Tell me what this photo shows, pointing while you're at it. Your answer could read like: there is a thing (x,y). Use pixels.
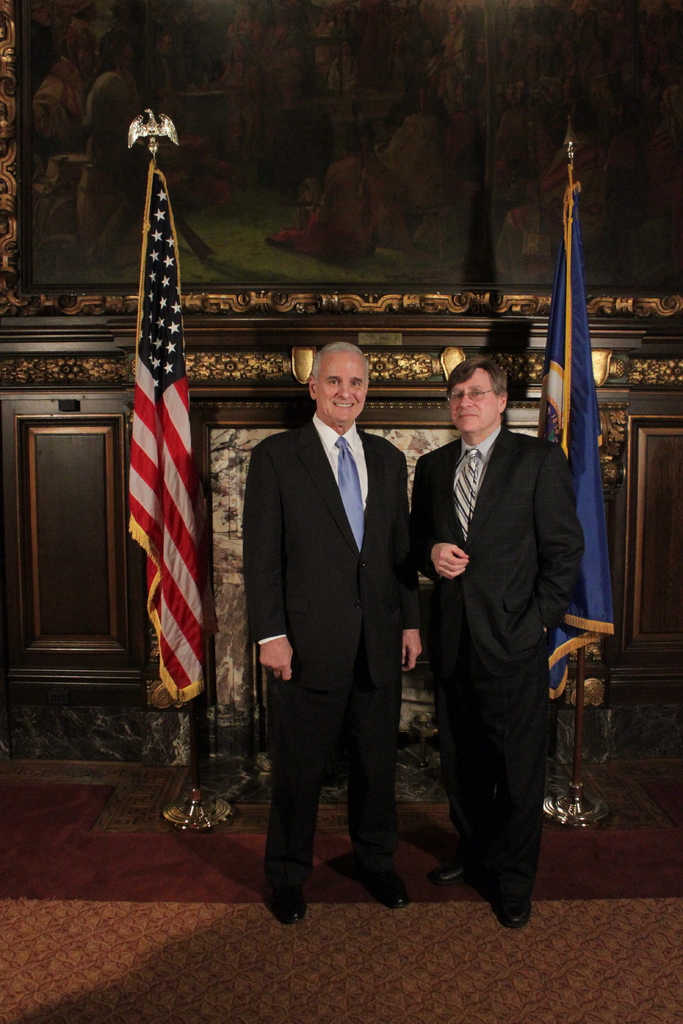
In the image there are two men (468,589) standing. Behind them there are poles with flags (170,557). And also there is a wall (646,332) with frame (615,312) and also there are designs (30,382) on the wall (628,489).
